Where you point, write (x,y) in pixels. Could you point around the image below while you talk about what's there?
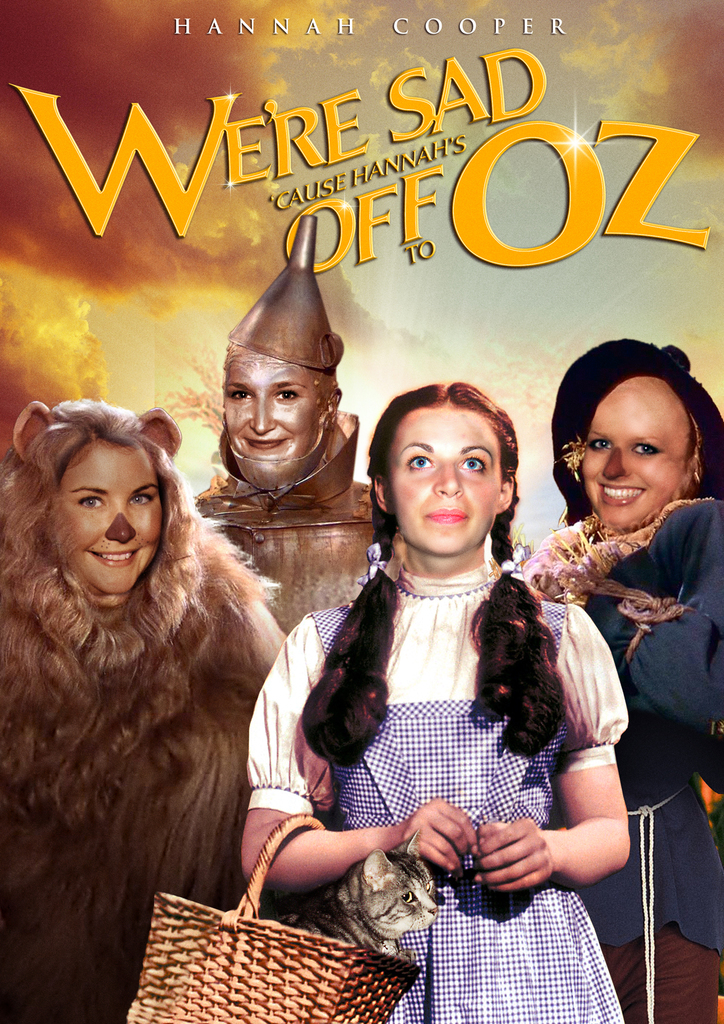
I can see a poster (354,617) in this image.
